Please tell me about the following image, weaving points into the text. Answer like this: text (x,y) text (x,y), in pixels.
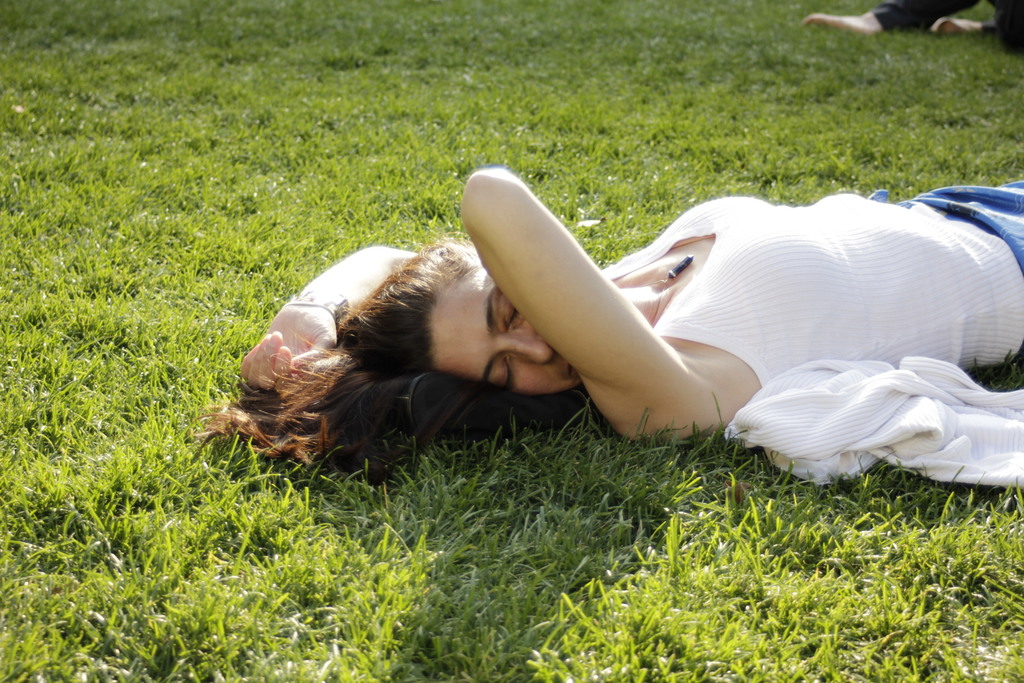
In this image we can see a person (622,331), cloth (958,379) and an object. In the background of the image (86,146) there is grass (586,473). On the right side (930,9) top of the image (897,12) we can see a person's legs (866,13).
